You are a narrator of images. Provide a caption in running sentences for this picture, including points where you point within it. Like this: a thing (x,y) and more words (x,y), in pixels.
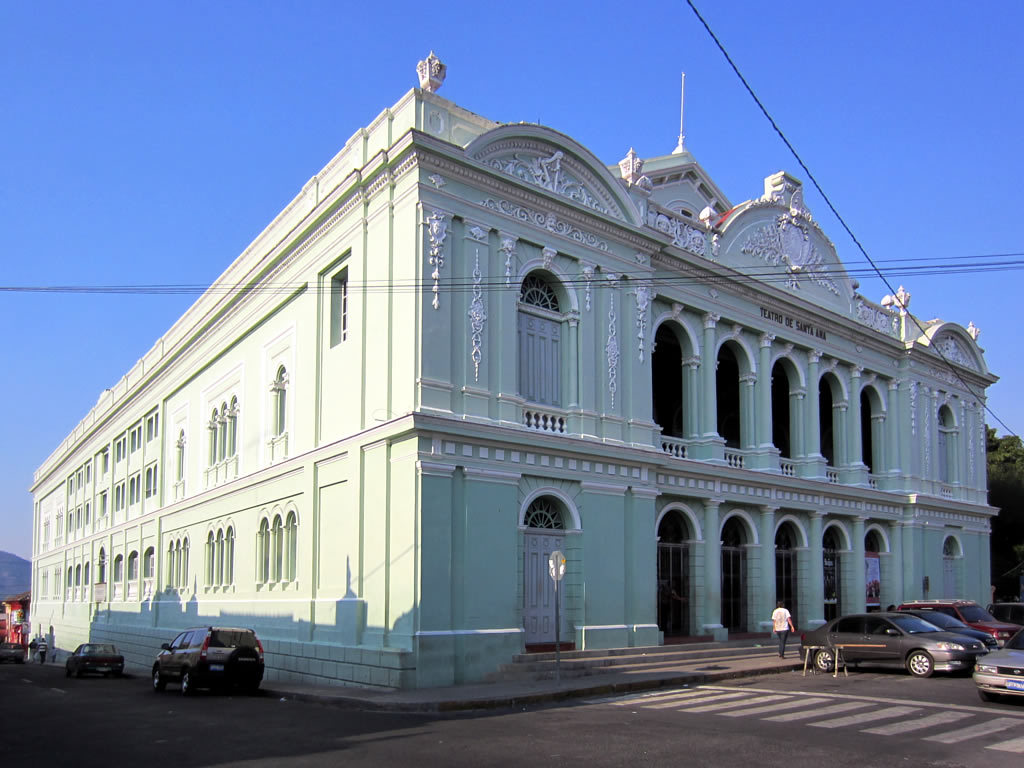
In the image in the center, we can see a few vehicles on the road (560,718). And we can see one person (779,656) walking on the staircase (790,644). In the background (688,127), we can see the sky (721,95), buildings (694,298), wires (736,275), pillars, doors (538,380), windows (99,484) etc.
